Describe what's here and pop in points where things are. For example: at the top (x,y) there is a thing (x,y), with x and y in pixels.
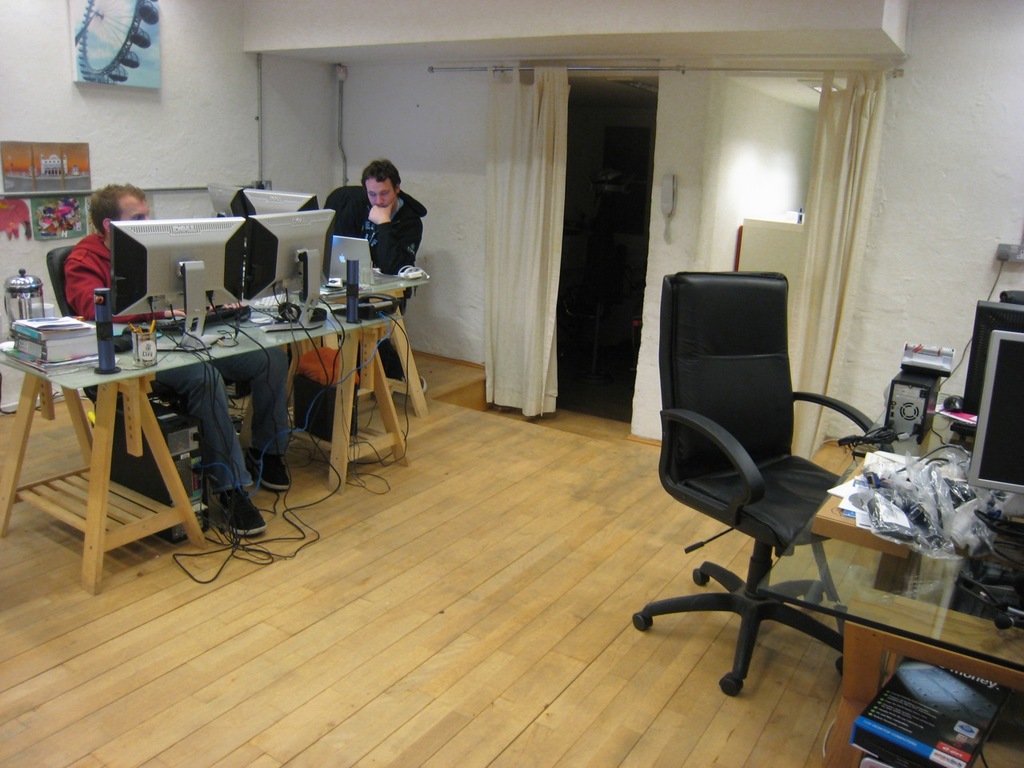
The image consist of two humans (366,226). In the background (165,127), there is a wall (8,58) in white color on which a frame (141,77) is fixed. To the right (831,174), there is a curtain (817,159) and telephone (670,203) on the wall (682,215). At the bottom (467,671), there is a wooden floor (464,615). To the left (200,354), there is a table (250,334) on which monitors (308,279) are kept. The man (140,318) to the left (87,302) is wearing red shirt (86,306).
